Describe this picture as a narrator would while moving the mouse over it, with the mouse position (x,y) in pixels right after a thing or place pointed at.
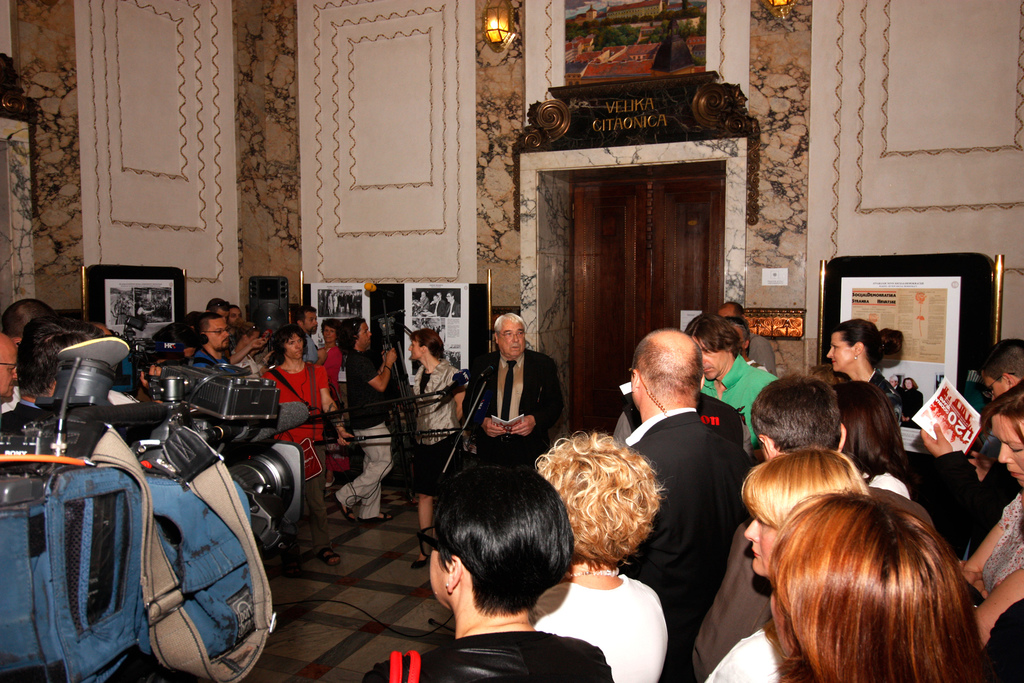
On the right side (847,412) a group of people (780,481) are standing, in the middle (520,448) a man (508,373) is speaking in the microphone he wore a coat (548,386), tie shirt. In the middle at the top (509,2) there is a light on this wall (527,35).
